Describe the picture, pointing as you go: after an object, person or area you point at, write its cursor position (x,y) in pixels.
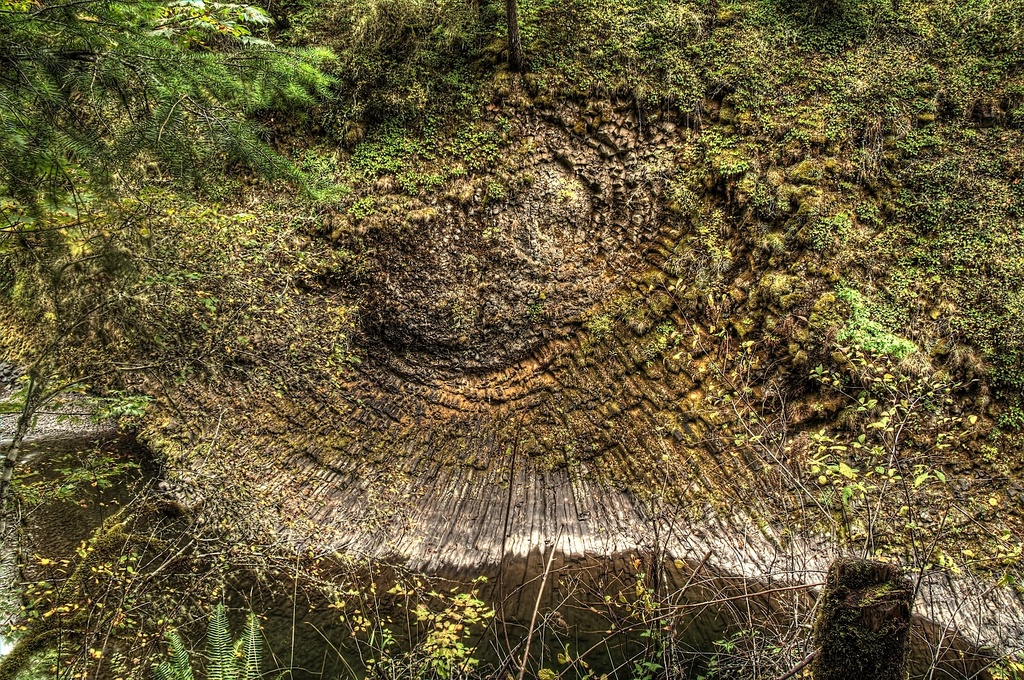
In this picture we can see a tree (84,152) on the left top of the image (85,71), there are some plants (822,256) and leaves (381,647) here.
